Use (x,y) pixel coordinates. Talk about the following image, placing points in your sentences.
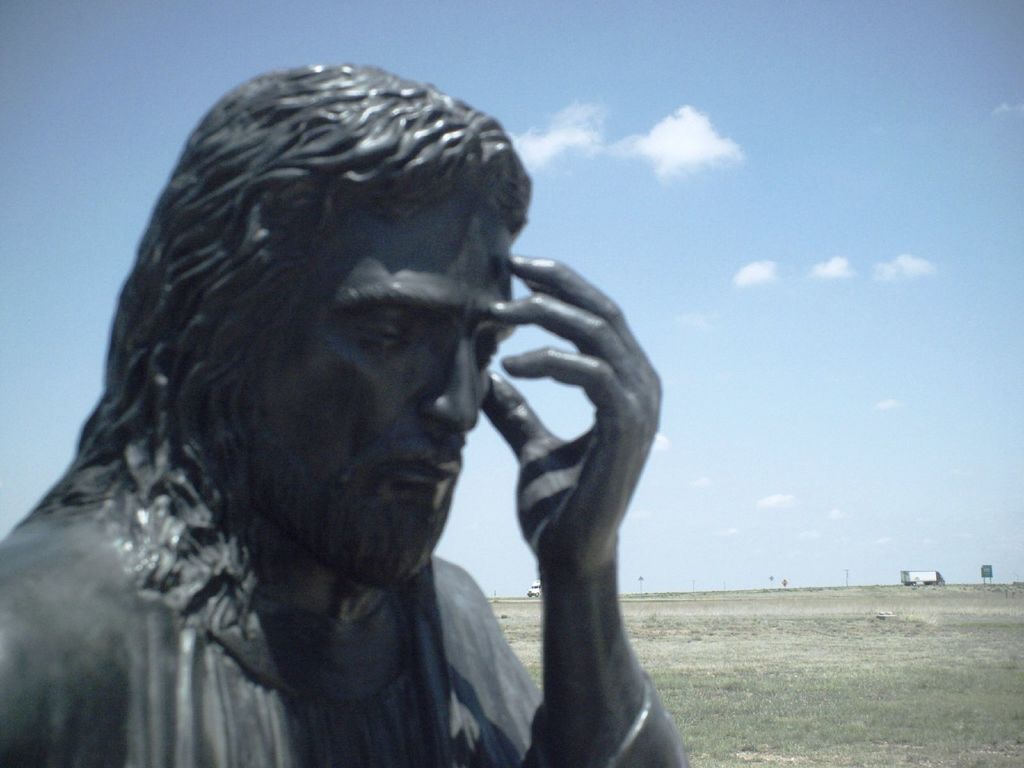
On the left side (286,509), there is a statue of a person (456,188), keeping fingers (590,303) of a hand (571,300) on his head (499,276). In the background (936,576), there are vehicles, there is a sign board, there is grass (919,723) on the ground (967,727) and there are clouds (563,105) in the blue sky (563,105).
